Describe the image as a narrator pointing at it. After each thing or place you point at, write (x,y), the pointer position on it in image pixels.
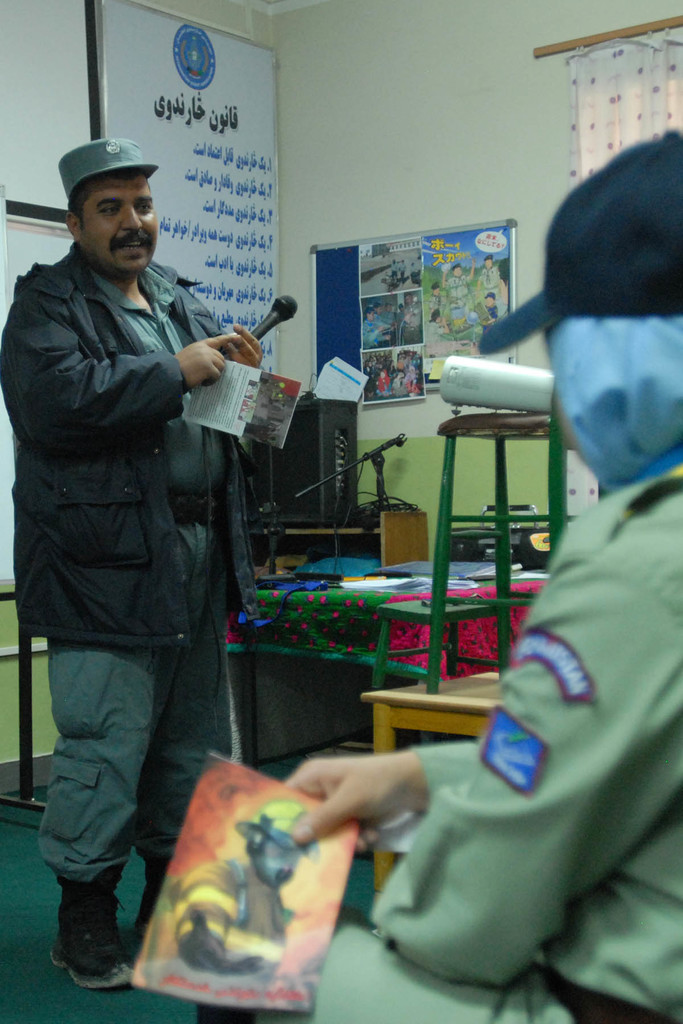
In this Image I can see two people (163,392) holding papers (283,398) and mic (270,314). I can see few papers (335,368), speaker (290,511), stand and few objects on the table (312,614). Back I can see a white curtain (638,97) and few boards (257,312) are attached to the wall (389,132).
